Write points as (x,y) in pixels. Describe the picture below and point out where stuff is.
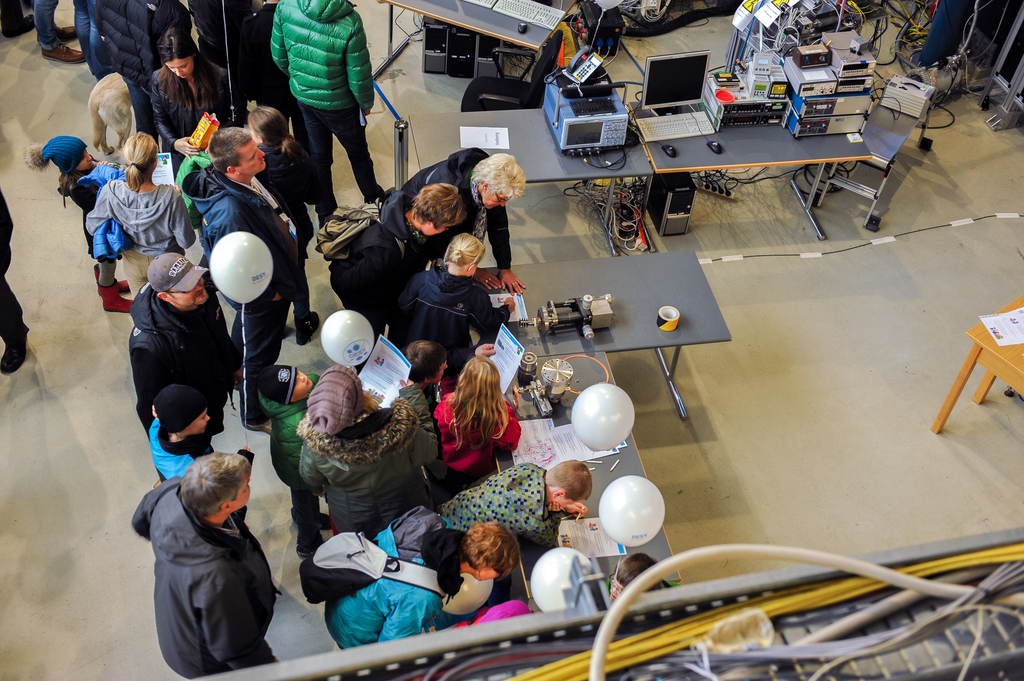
In the center of the image (462,378) there are people (445,378) standing. In front of them there is table (653,302) on which there are papers (613,549). In the background of the image (808,203) there is a table (468,124) on which there is a monitor screen (687,96). There is a keyboard (646,125) and there are other objects (763,90). To the right side of the image (959,375) there is table (942,412).
